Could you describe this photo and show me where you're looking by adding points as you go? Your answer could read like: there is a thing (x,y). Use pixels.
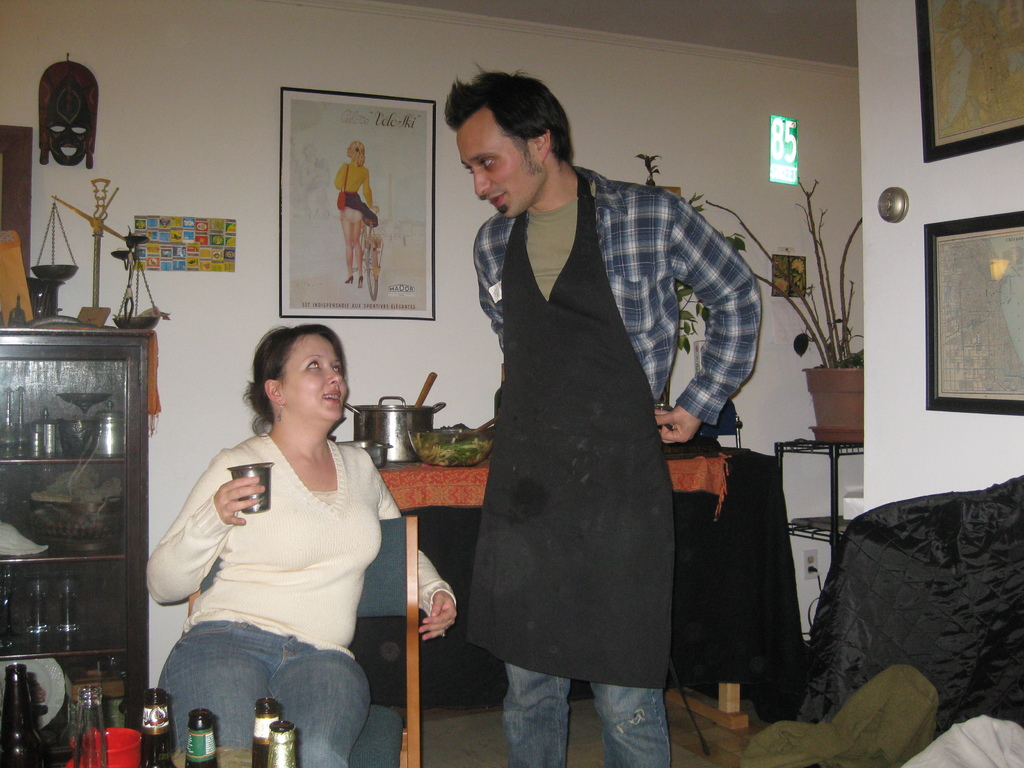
In this image a lady (243,620) is sitting on chair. She is holding a glass (253,475). Beside her a man (597,368) is standing. He is wearing a apron (585,564). In the foreground (220,748) there are bottles (201,717). In the background (677,667) there are clothes (904,620), on a table (692,665) there are bowls (371,453). Here there is a cupboard (56,411) in it there are glasses (71,580), bottle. On the top (51,213) there is a weighing machine (62,226). On the wall (242,227) there are mask (60,108), frames (333,160). Here is a plant pot (841,403) on a rack (825,450).
